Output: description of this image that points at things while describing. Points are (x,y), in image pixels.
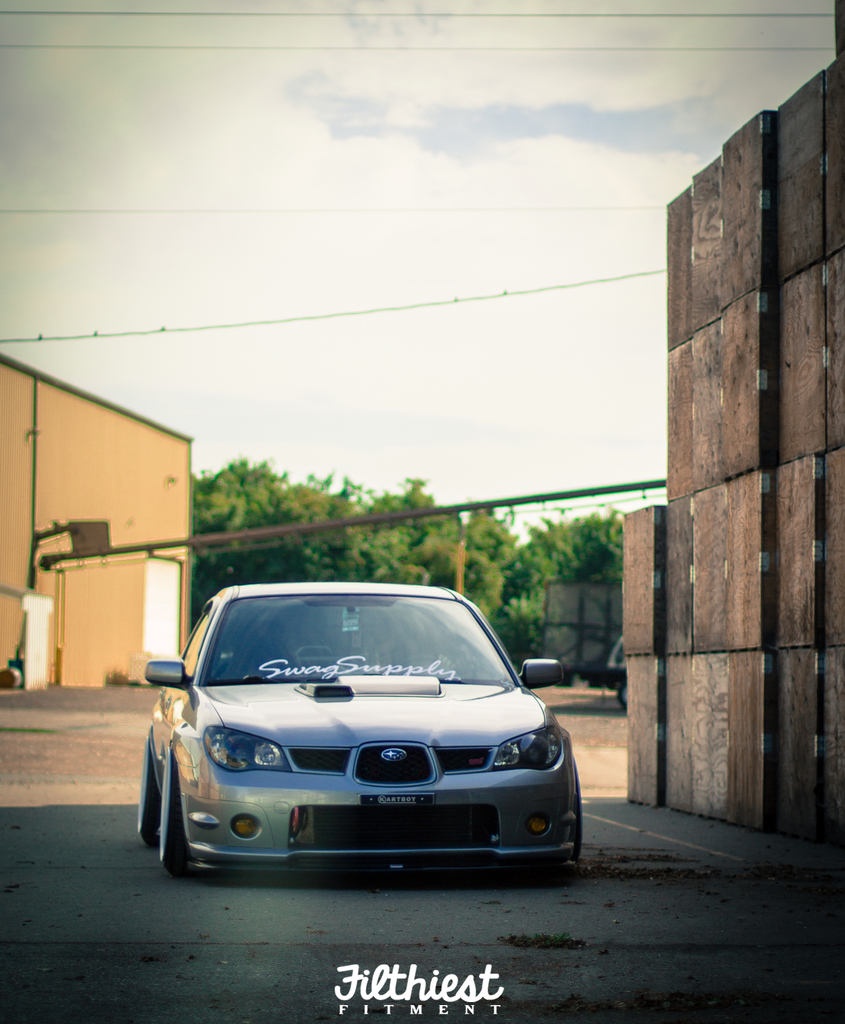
This image is clicked on the road (519,993). In the center (306,603) there is a car (397,772) on the road (519,955). On the left side of the image (8,460) there is a wall (154,492) of a building (101,425) and on the right (726,576) there are wooden crates (656,597). In the background (493,576) there are trees (323,515). At the top (376,182) there is the sky (378,142). There are cable wires (210,14) in the air. At the bottom (390,977) there is text (390,977) on the image.
